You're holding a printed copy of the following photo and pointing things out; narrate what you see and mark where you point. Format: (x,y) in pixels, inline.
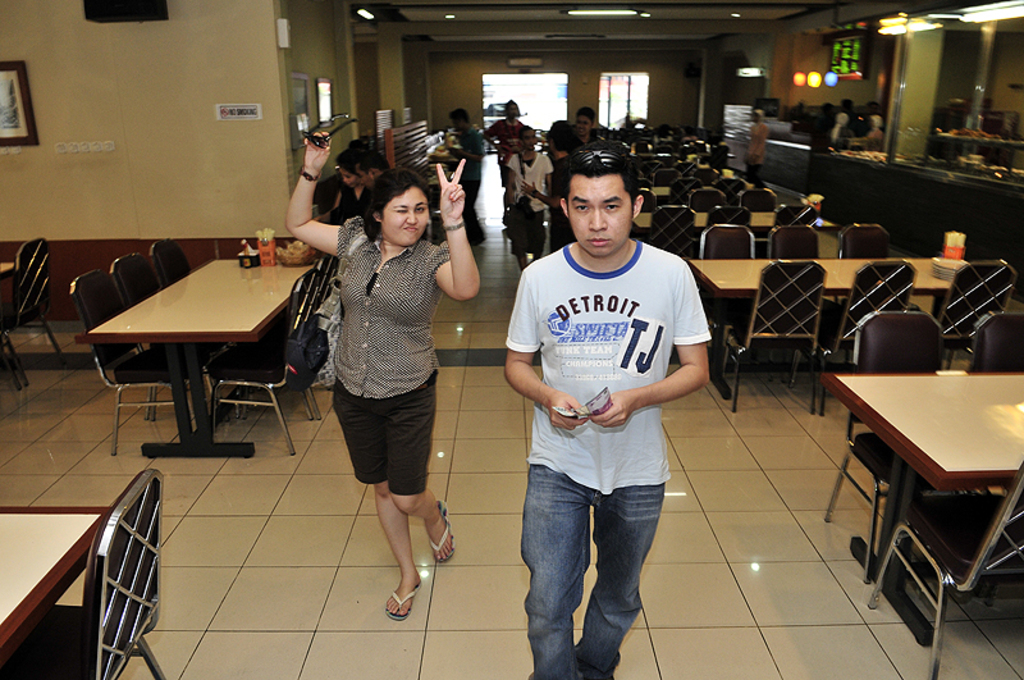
Here we can see a person (652,460) standing on the floor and holding money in the hands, and at behind a woman (460,266) is standing, and at back (222,281) there is the dining table (253,268) and some objects (270,255) on it, and here are chairs (293,309), and here is the wall (67,111).
